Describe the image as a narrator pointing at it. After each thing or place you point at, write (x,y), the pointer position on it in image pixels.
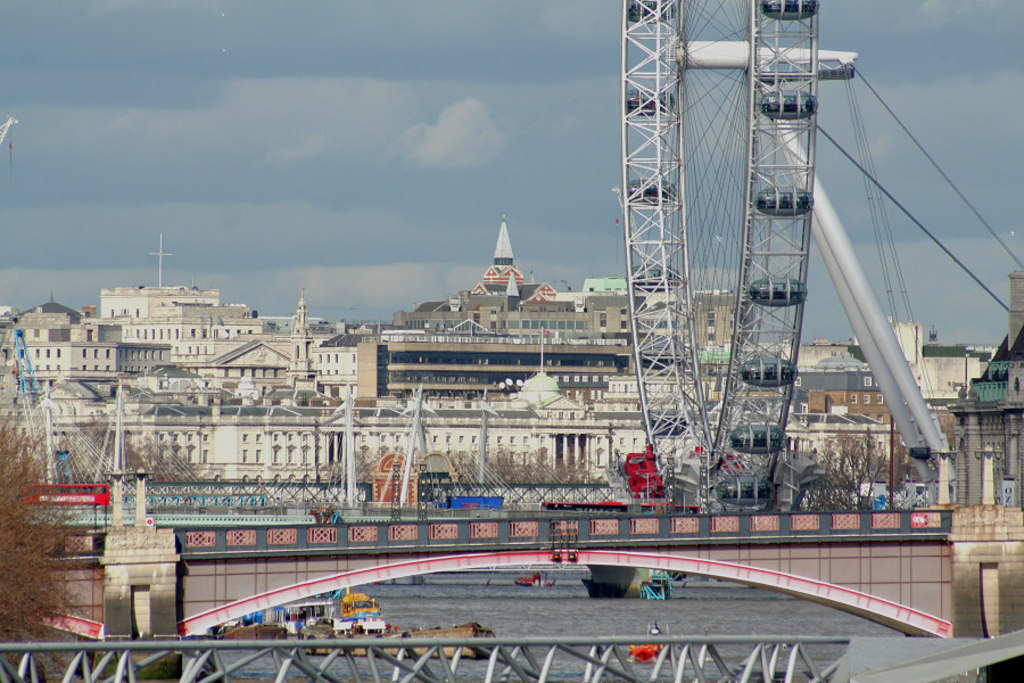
In the image we can see there is a bridge (495,548) and there is boat (299,620) in the water (406,615). Behind there are buildings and there is a huge giant wheel (672,455). There is a tree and there is a cloudy sky (432,177).
